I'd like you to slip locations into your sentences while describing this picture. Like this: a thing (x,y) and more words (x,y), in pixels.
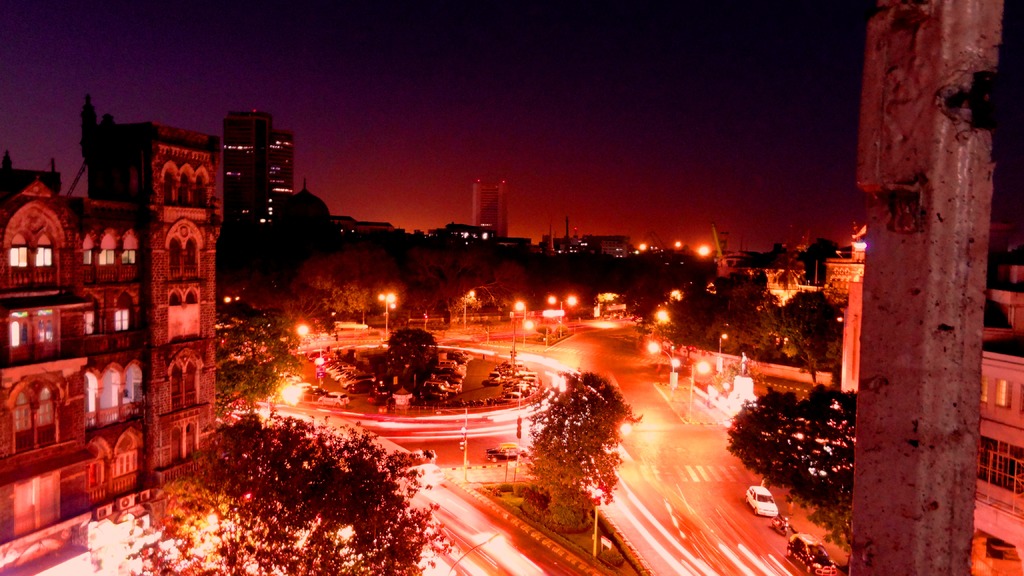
This picture shows few buildings (78,277) and trees (535,307) and we see pole lights (692,402) and few cars (428,476) on the road (678,538) and a clear sky (528,129).
